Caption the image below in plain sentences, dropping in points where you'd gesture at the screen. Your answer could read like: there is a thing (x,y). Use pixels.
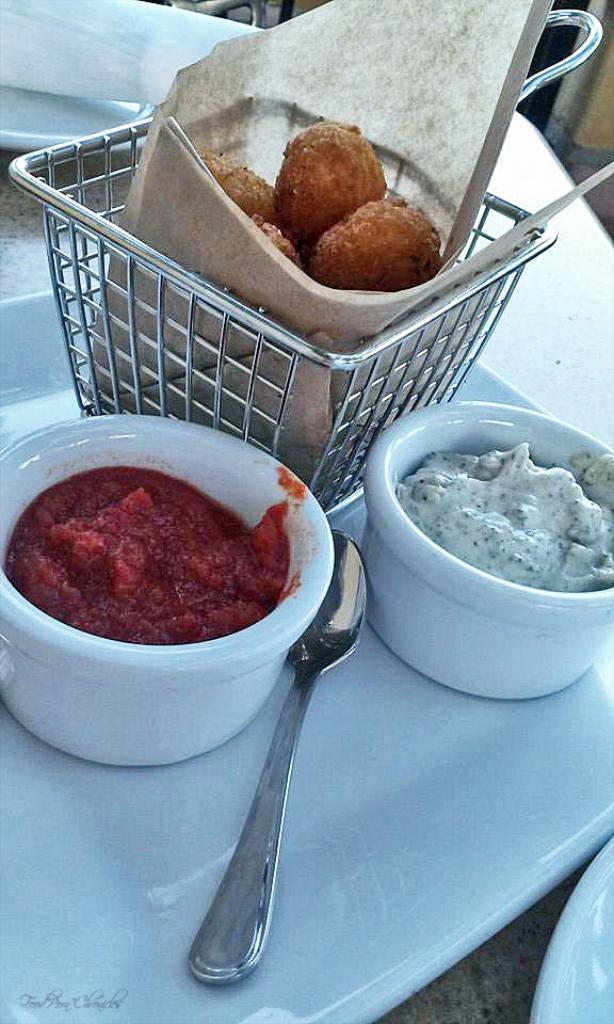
In this image we can see a serving plate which has nuggets (341,239) in the bucket (242,301), dips (235,538) in the bowls (491,601) and a spoon (283,785).
